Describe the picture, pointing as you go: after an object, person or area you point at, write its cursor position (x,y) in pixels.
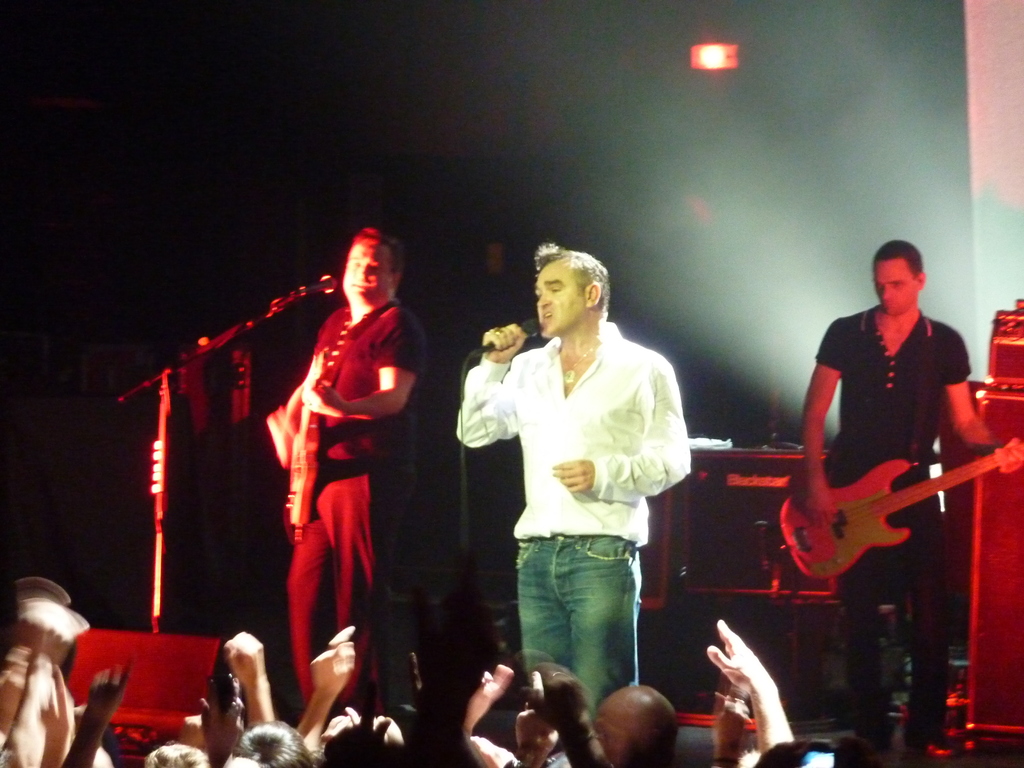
In this image the crowd (412,715) is enjoying the performance of these musicians (561,407) who are performing on the stage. The person (581,450) with a white shirt (578,452) is holding a mic (536,330) and is singing as his mouth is open right side (903,367) person (890,389) wearing a black shirt (910,379) is holding a guitar (863,515) and playing to the left side (332,397) person (368,348) standing holding a guitar (310,434) and is smiling.
